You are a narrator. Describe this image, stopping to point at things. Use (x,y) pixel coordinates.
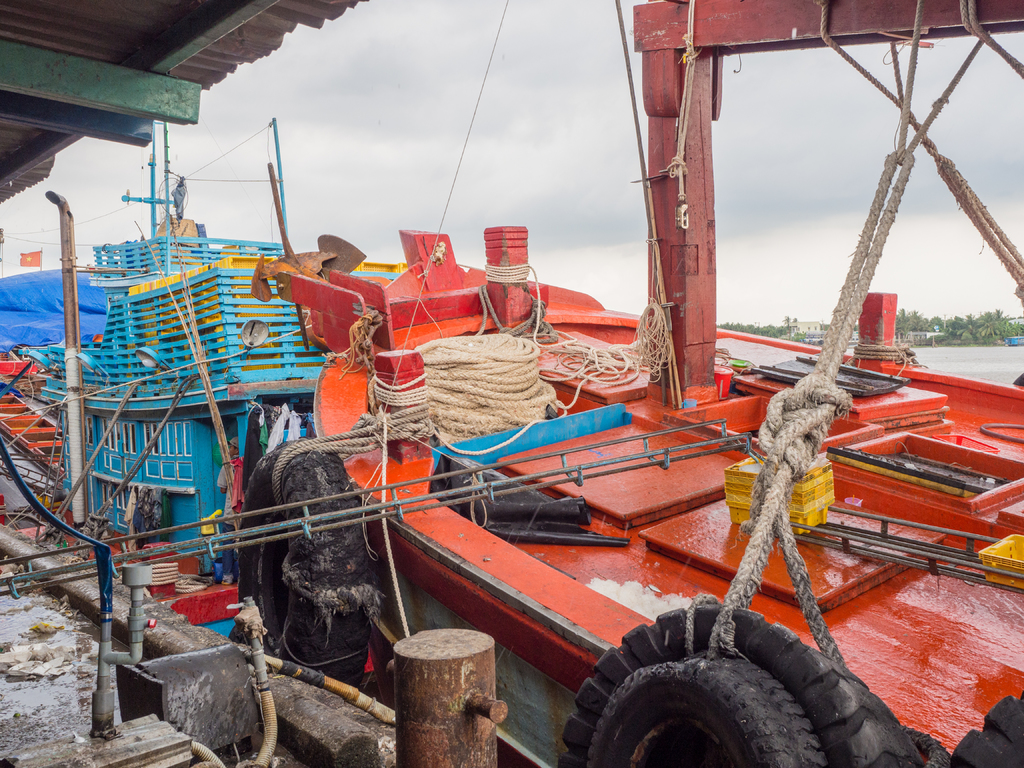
In this image, I can see the boats (264,389) with ropes (425,407), tyres (719,718) and few other objects (748,478). At the top left side of the image (123,143), I can see a shed (38,57). On the right side of the image (947,355), I can see water (973,357) and trees (928,322). In the background (607,268), there is the sky (481,155).
